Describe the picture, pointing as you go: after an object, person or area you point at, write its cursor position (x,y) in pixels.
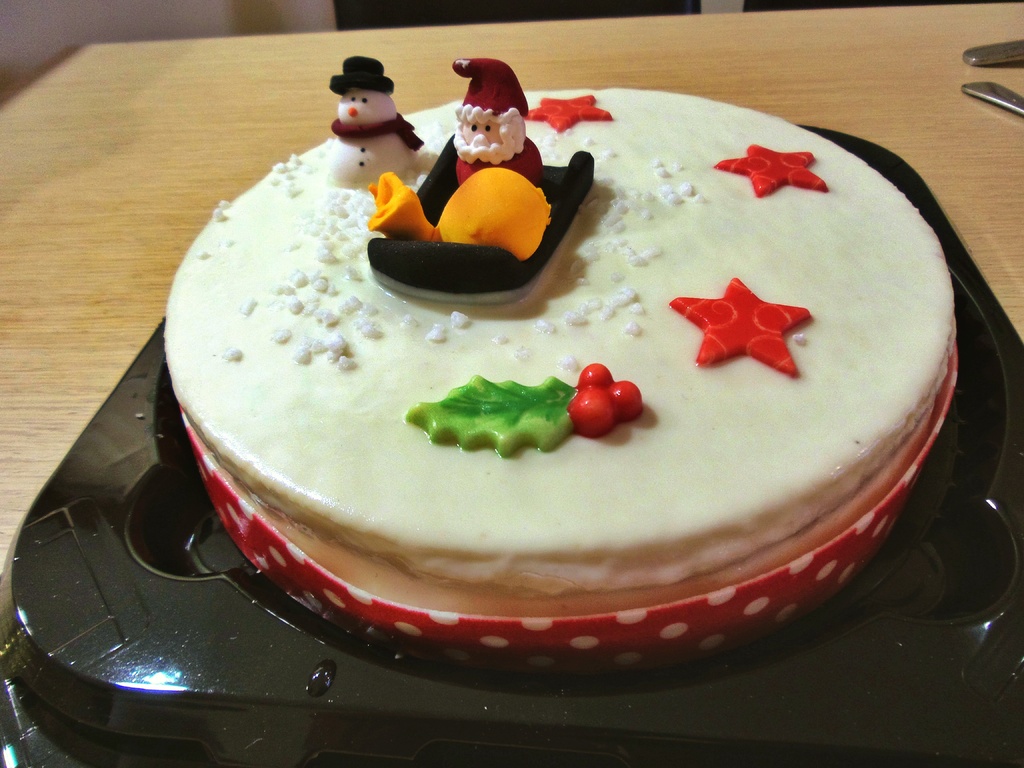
This image is taken indoors. At the bottom of the image (784,535) there is a table (806,98) with spoons (985,59) and a tray (224,607) with a cake (438,282) on it.
